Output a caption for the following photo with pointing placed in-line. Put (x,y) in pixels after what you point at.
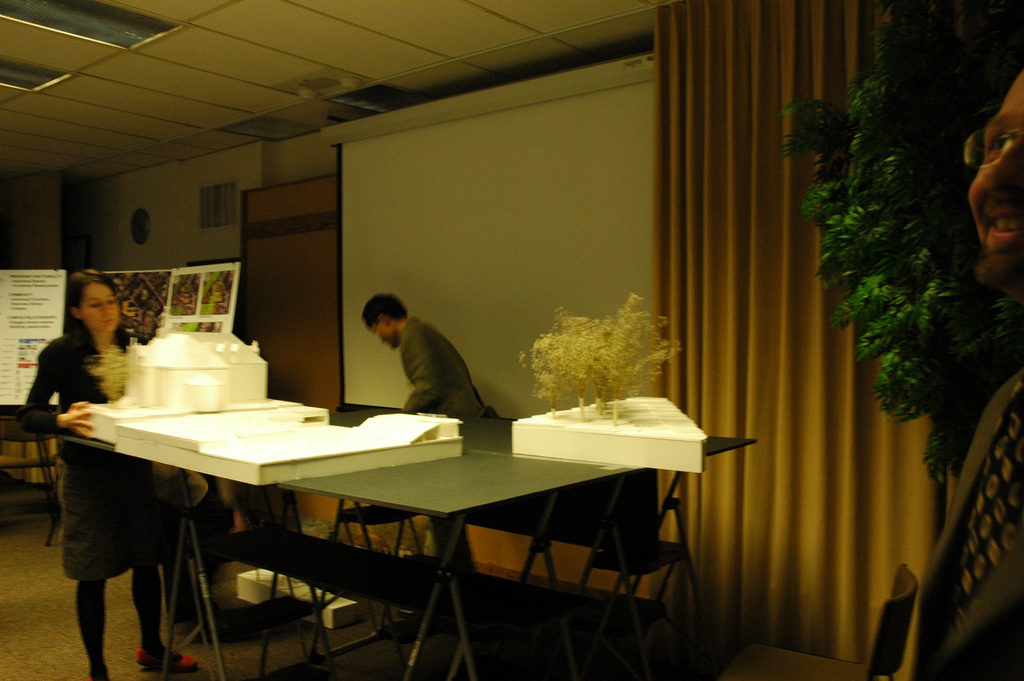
The picture is an office space (175,140). In the center of the picture (609,437) there is a plan or design (442,436) of a house (231,380) in the foreground (997,192) on the right (989,511) there is a person (1010,441) standing, he is smiling. And center of the picture (447,404) in the background (415,354) there is a man (389,343) standing, and in the left of the picture (91,383) there is woman (94,320) standing and holding the model (204,412). In the left of the picture (44,301) there is a board (207,305). On the background (317,144) there is a wall (238,203) and curtain (731,209). In top right (904,123) background (884,126) there is a house plant (928,309) and few chairs (883,654) are all over the room (541,569). Ceiling (112,101) is having lights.
